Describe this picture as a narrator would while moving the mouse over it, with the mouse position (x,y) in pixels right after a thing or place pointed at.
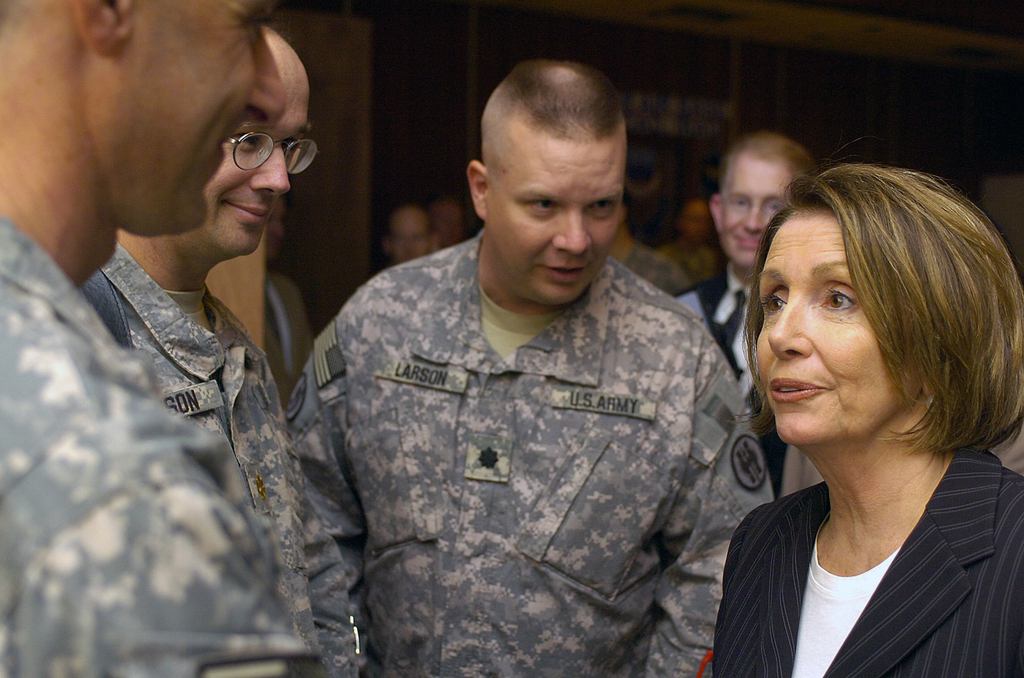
In this image we can see people (706,417) interacting with each other.
